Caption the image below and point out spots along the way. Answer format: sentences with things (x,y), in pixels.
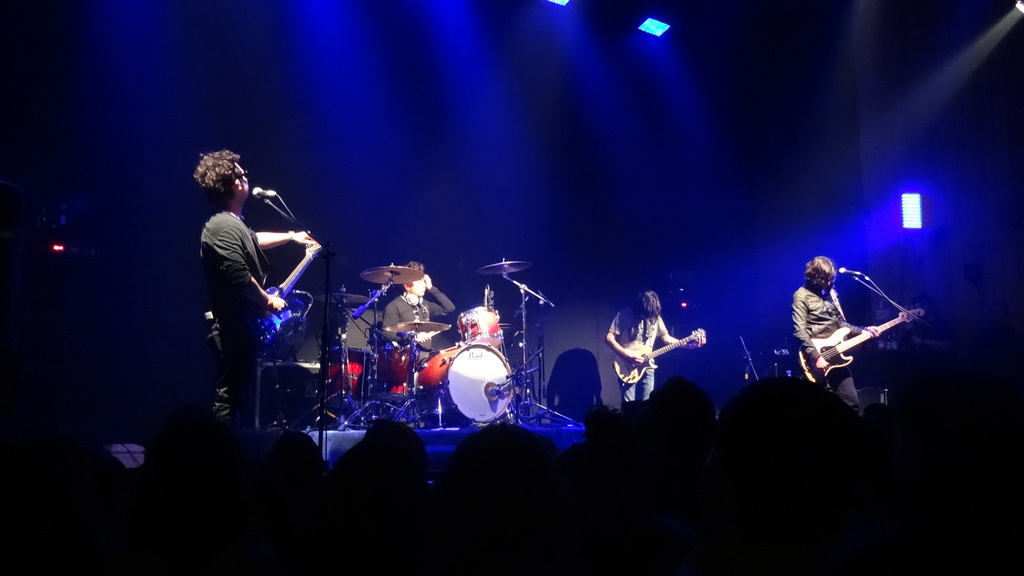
In this image I can see a group of people (389,315) are playing musical instruments (398,341) in front of a microphone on stage (424,442).
